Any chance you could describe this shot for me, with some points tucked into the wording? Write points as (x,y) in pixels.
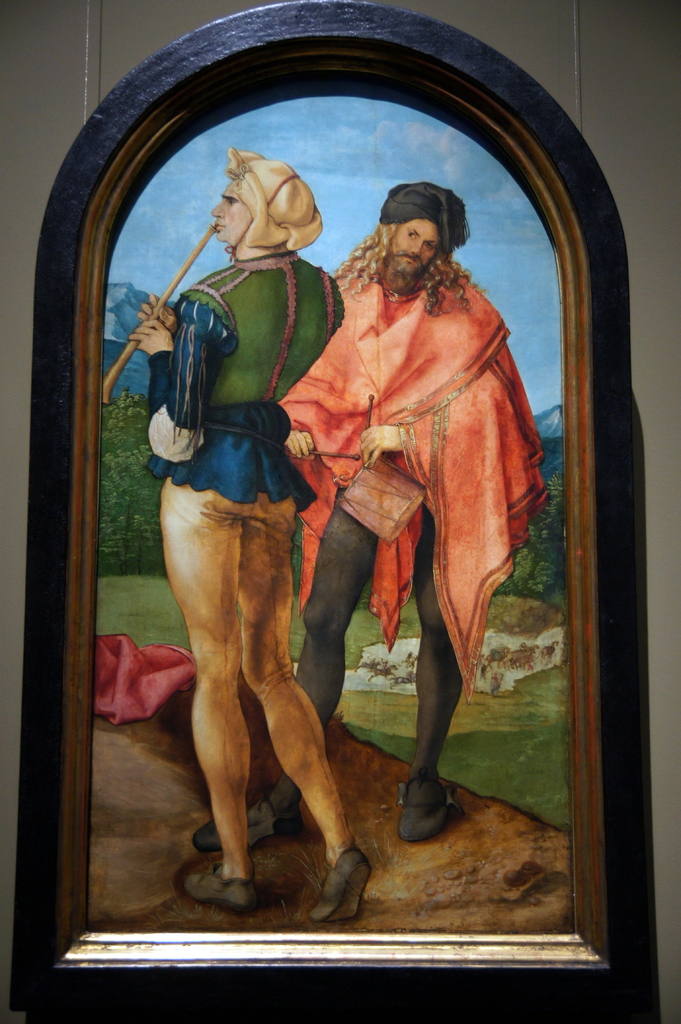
In the picture we can see a painting (475,909) of a man (423,442) and another man (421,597) are standing on the path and behind them we can see a grass surface (158,611) and behind it we can see some plants (541,524), hills (112,361) and sky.
